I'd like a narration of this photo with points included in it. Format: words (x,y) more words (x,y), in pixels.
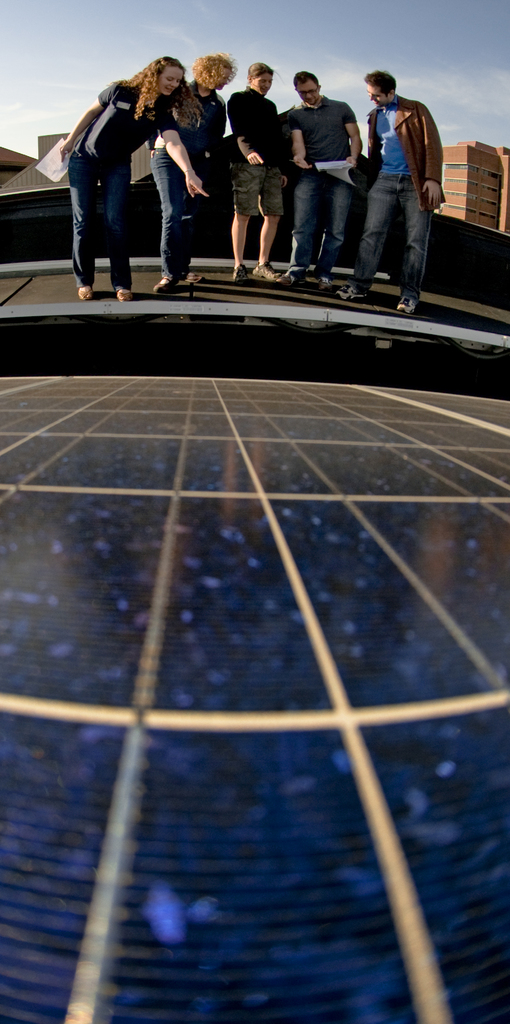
Here we can see an object (297,722), people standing on a platform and in the background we can see buildings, sky (505,27).
